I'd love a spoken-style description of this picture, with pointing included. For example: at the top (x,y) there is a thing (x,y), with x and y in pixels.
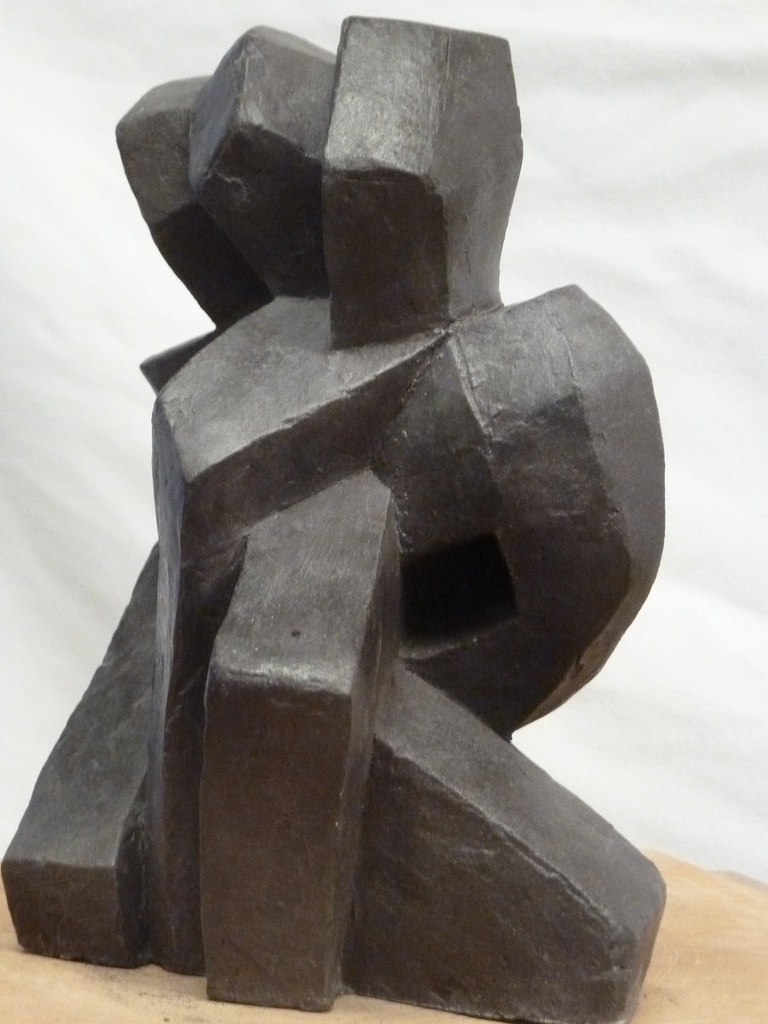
In this image we can see a sculpture (370,766) on a surface (665,965), and the background (744,626) is white in color.
